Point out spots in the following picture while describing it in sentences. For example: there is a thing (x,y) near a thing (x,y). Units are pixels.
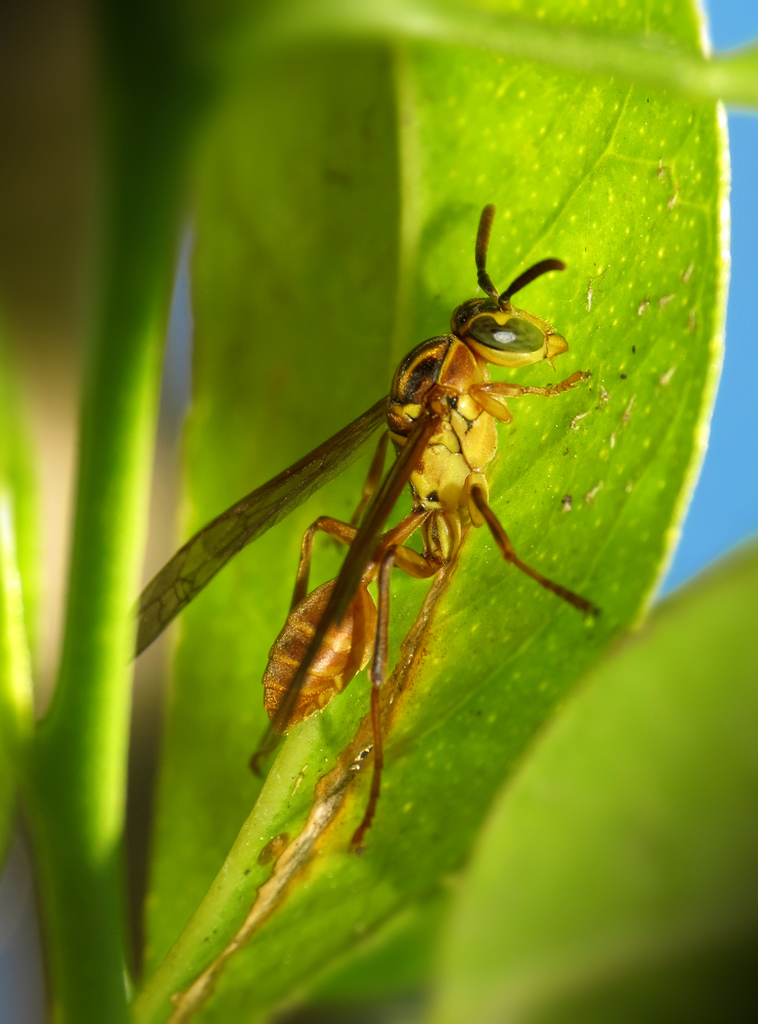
In this image, we can see an insect (314,712) on the green leaf (359,802). Here we can see stems (50,820). Background (741,360) there is a blur view.
